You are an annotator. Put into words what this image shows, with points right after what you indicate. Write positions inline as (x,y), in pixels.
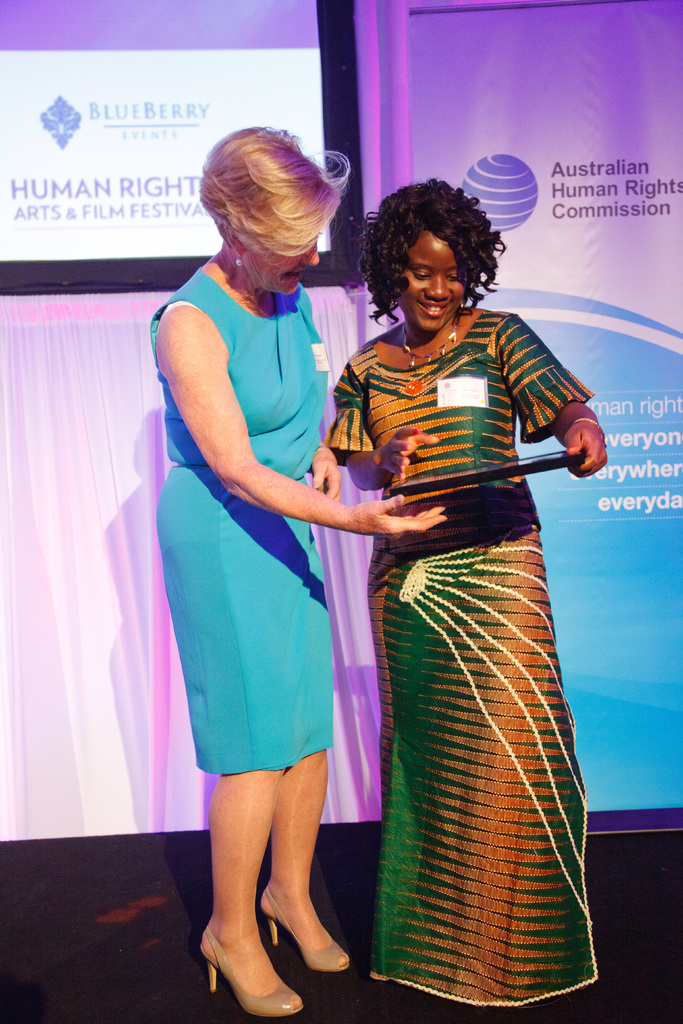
In this image we can see there are two girls (424,899) standing on the stage (605,1005), one is holding an object (465,473). In the background of the image (358,151) there are screen (117,141) and banner (585,322).
